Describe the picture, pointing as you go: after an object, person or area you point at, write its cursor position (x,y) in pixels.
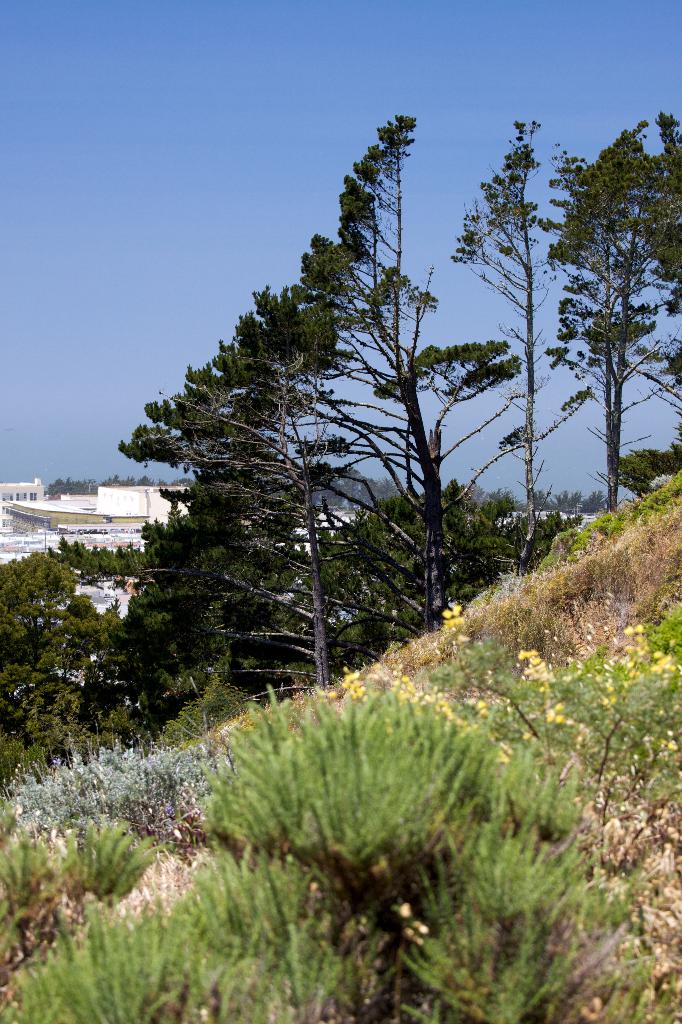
This picture is clicked outside. In the foreground (395,768) we can see the plants (400,725) and grass (312,689) and trees (12,664). In the background (521,267) we can see the sky (182,64) and some houses (165,513).
